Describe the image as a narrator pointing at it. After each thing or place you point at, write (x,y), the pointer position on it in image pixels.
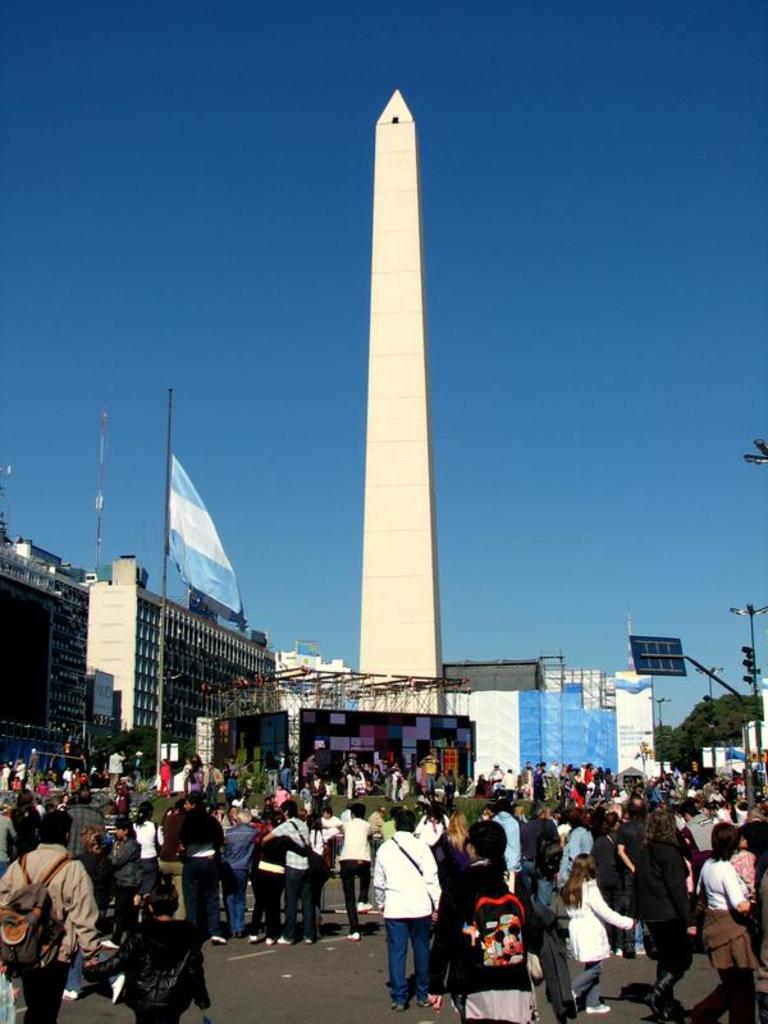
In this image we can see a few people (378,899), some of them are wearing bags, there are some buildings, traffic lights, solar panel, poles (752,636), tower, also we can see the sky (617,340) and a screen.
